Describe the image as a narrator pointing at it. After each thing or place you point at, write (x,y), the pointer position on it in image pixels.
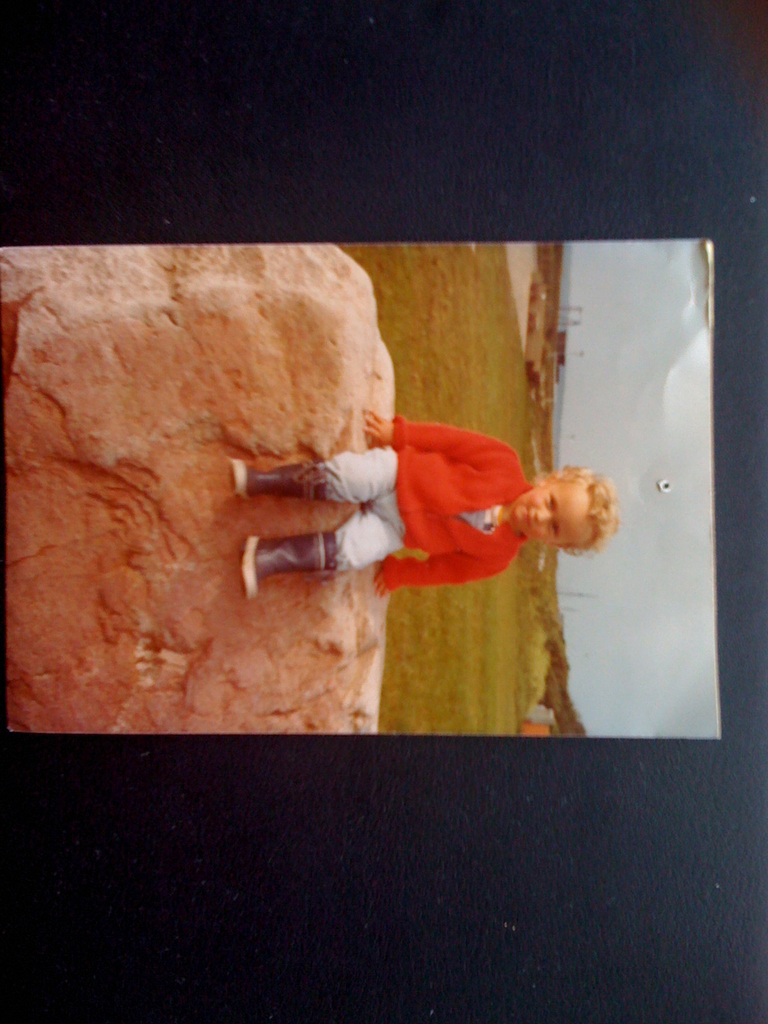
In this image I can see the photo (387,258) on the black color surface (468,128). In the photo (328,445) I can see the person (376,515) sitting on the rock (213,563). In the background (505,664) I can see the grass (485,617), poles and the sky (607,441).
